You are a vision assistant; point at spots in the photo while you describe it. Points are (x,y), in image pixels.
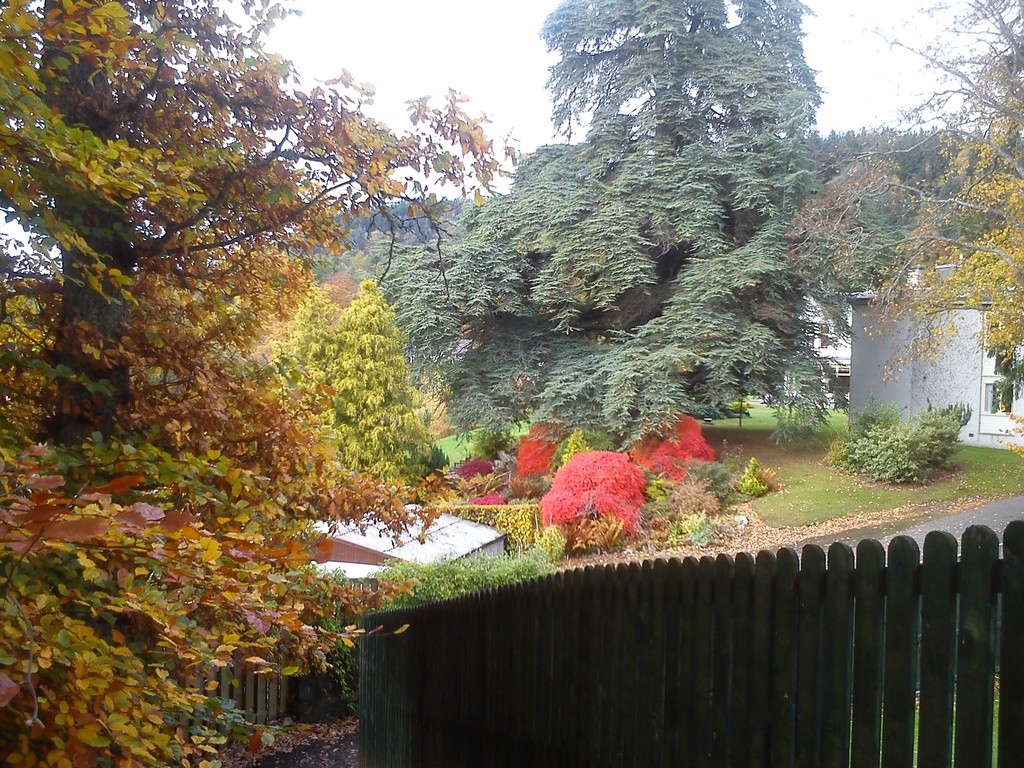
In the foreground of this image (626,717), there is a wooden railing (677,730) and trees (215,500). In the background (599,338), there are trees (616,343), a shelter (443,532), few buildings (862,390), grass (854,490), road (999,503) and the sky (462,31).
